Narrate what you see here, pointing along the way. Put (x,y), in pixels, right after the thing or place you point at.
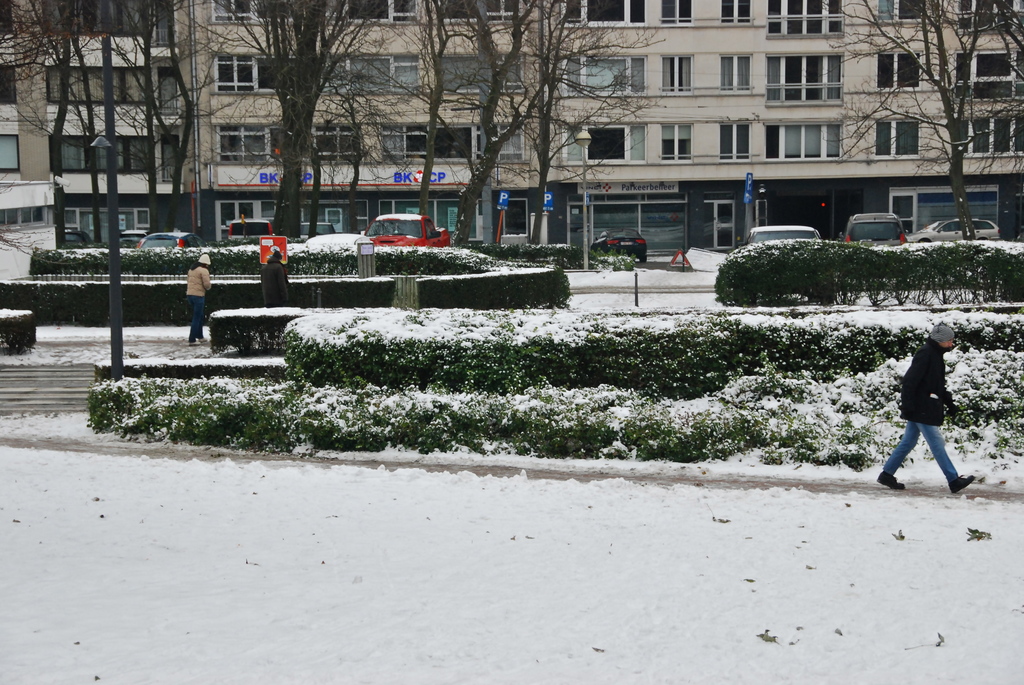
This picture is clicked outside and we can see the group of persons (200,303) seems to be walking on the ground (725,531) and we can see the snow (142,510), plants (485,376), vehicles (766,229) and buildings (702,236) and we can see the trees (57,138), pole (108,119) and the text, the lampposts (588,137) and some other objects (178,276).
